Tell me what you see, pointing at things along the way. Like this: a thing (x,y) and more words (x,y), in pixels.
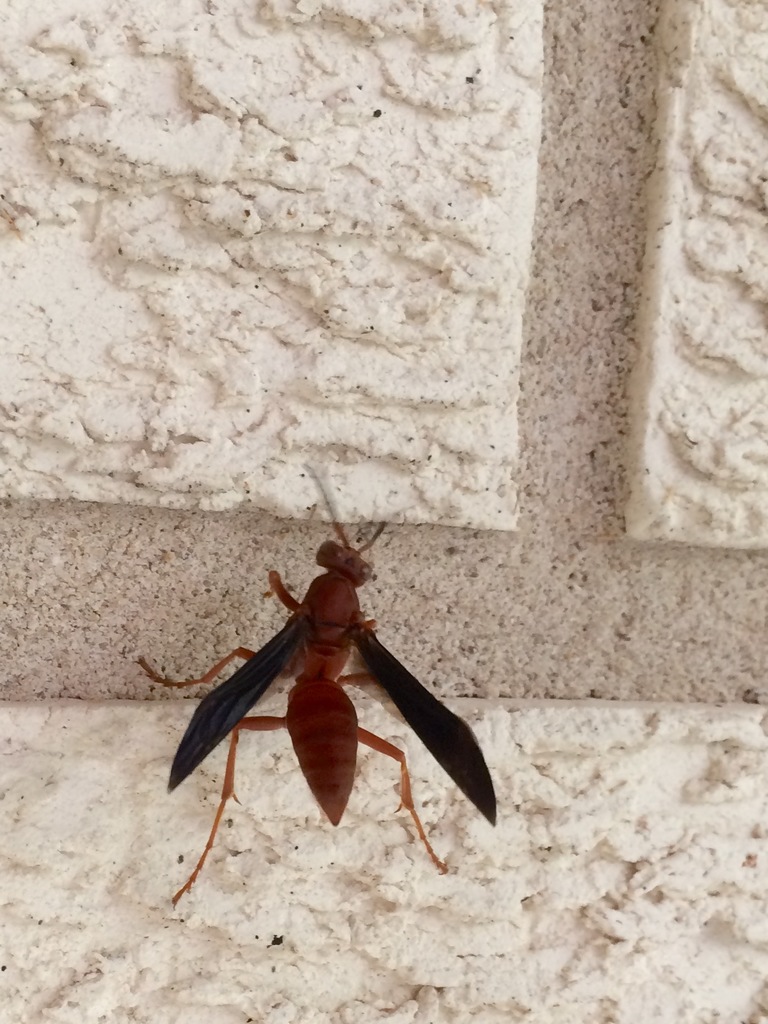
In this image in the center (357,629) there is an insect (359,639), and in the background (446,692) there is wall (355,827).
